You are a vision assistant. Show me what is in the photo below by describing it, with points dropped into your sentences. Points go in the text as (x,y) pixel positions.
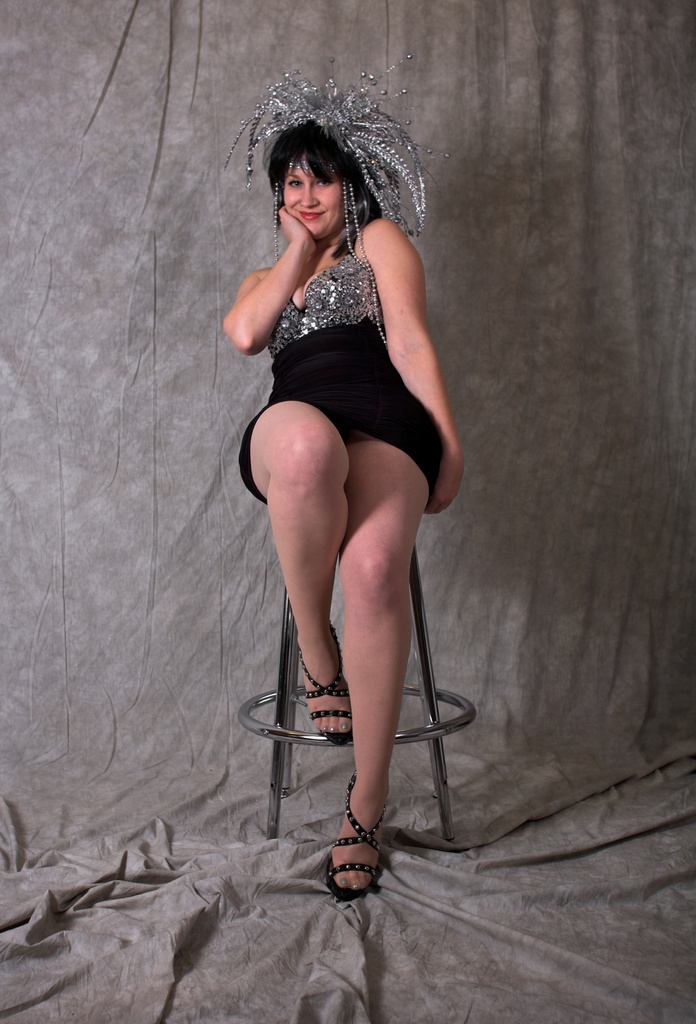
Here I can see a woman (383,417) wearing black color dress (364,335), crown (333,116) on the head (305,207), sitting on a chair (432,708), smiling and giving pose for the picture. At the back of her there is a curtain (152,618).
